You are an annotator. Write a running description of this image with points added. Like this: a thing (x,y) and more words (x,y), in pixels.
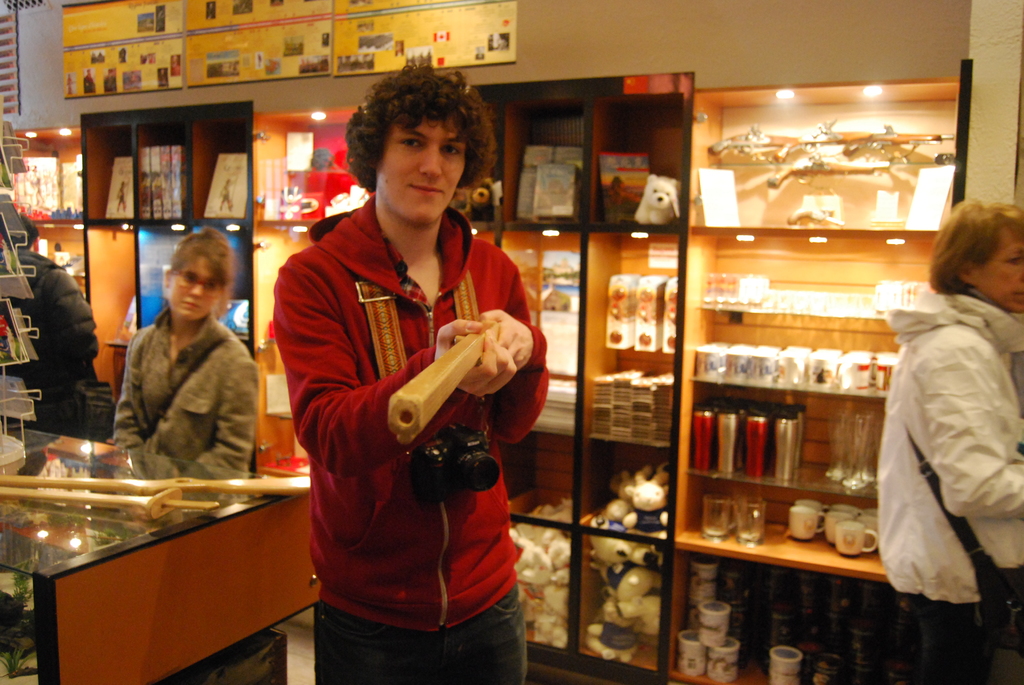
Here we can see four persons (384,611) and he is holding an object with his hands (490,315). This is a table (192,580). In the background (823,439) we can see racks (703,308), lights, books (121,193), toys (652,512), glasses (866,439), cups (843,388), and bottles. There are frames (368,62) and this is wall (846,36).
